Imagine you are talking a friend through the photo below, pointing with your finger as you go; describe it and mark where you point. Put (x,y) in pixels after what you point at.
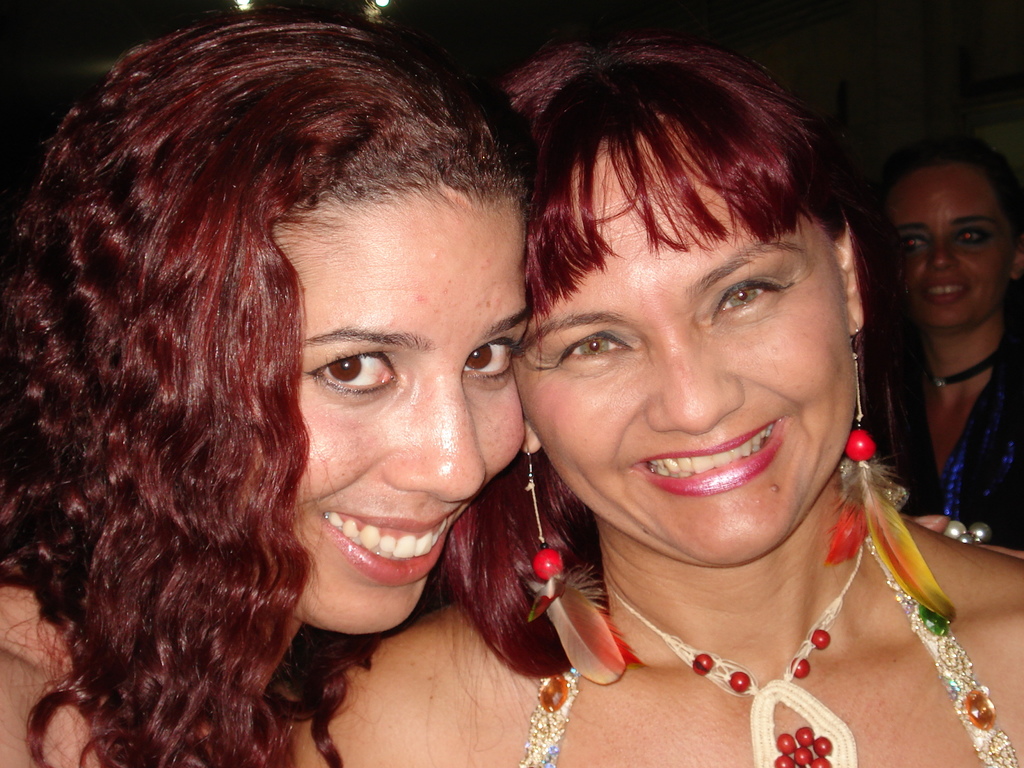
In this image, I can see two women (728,614) smiling. This woman (800,535) wore earrings (896,571) and a necklace (811,753). In the background (974,336), I can see another woman (969,301) smiling.
